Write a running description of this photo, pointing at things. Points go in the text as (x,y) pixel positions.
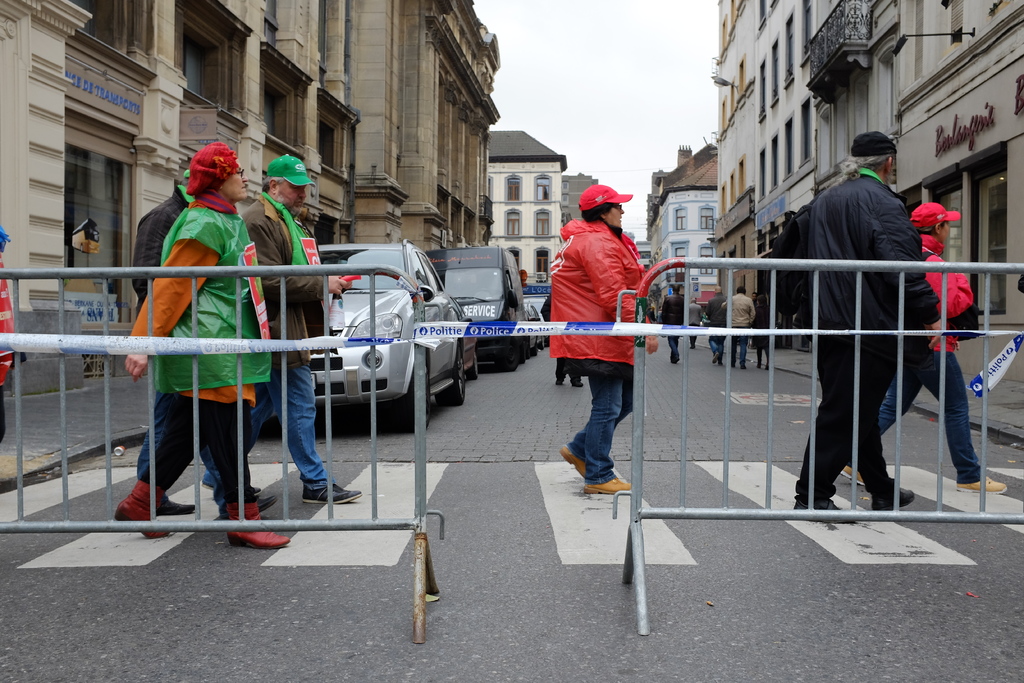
In this picture I can observe some people (309,298) crossing the road (397,503). Beside them I can observe railings (371,300). On the left side (338,357) I can observe cars (391,360) parked on the road (341,448). On either sides of the road (347,435) I can observe buildings (923,112). In the background (584,108) I can observe sky (604,101).
